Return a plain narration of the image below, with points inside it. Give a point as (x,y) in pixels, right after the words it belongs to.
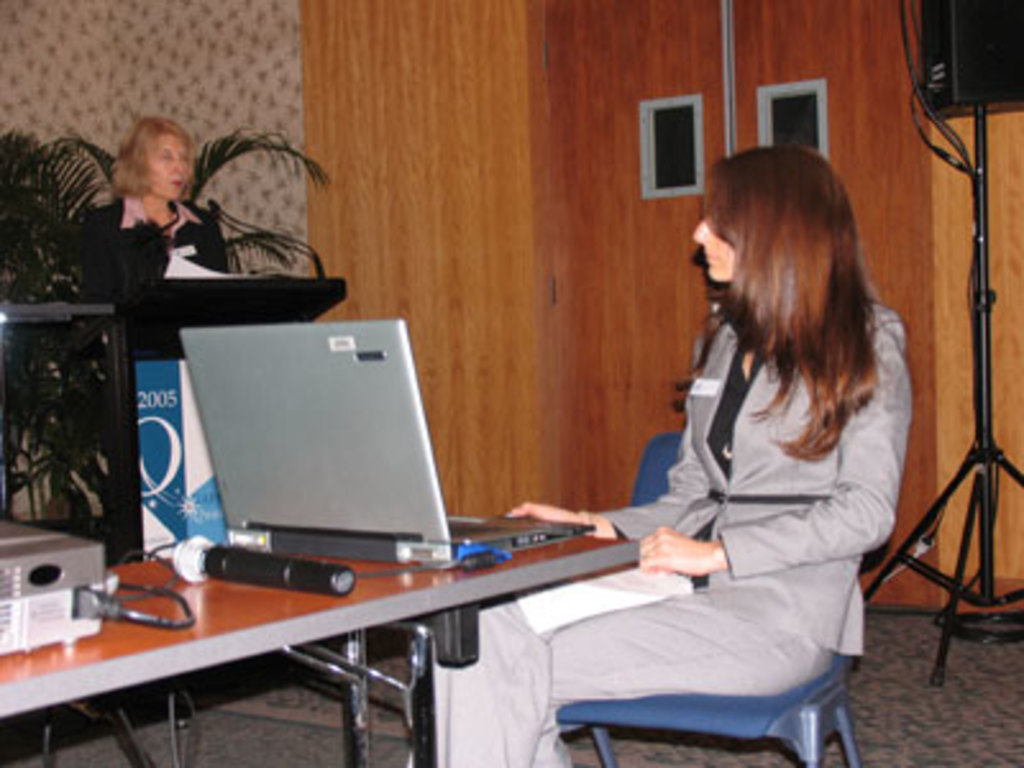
In this picture this person (747,545) sitting on the chair (799,709). This person (92,218) standing. This is podium (166,346). On the podium (216,314) we can see microphone (307,248). On the background (333,91) we can see wall (932,183), planter (72,196), speakers (928,55) with stand (994,605). This is chair (772,709). There is a table (327,633). On the table (247,605) we can see laptop (480,528), Microphone (320,582), cable (170,623). This is floor (253,731).
